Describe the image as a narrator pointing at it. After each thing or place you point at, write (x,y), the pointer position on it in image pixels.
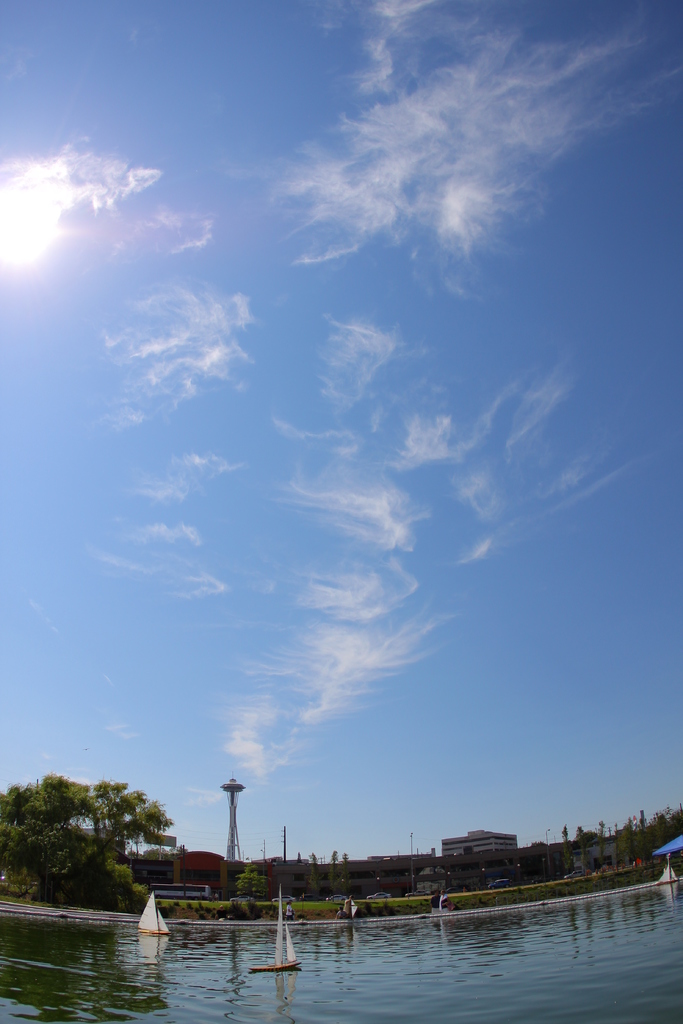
In the foreground of this image (492,972), there are boats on the water (481,975). In the background (98,860), there are trees (98,871), buildings (495,855), tower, poles (284,848), sky (521,691) and the cloud (374,597).
